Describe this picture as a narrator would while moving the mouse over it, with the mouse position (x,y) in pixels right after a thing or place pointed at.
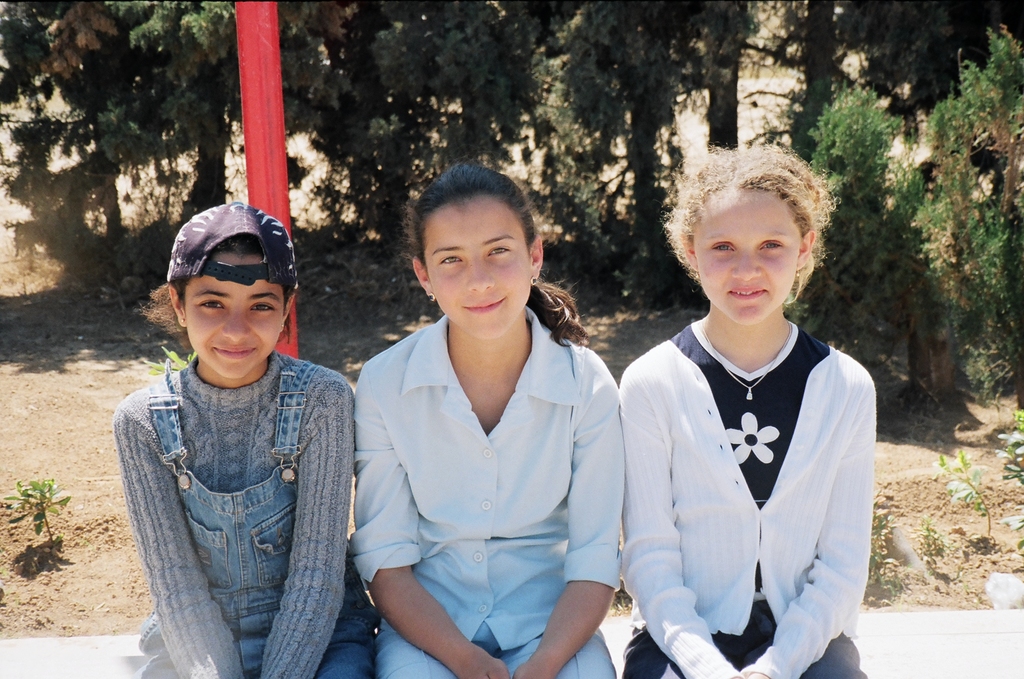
In this image I can see 3 girls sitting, one of them is wearing a cap (217,209). In the background (216,193) I can see few trees (703,11) and few plants (1022,421).
